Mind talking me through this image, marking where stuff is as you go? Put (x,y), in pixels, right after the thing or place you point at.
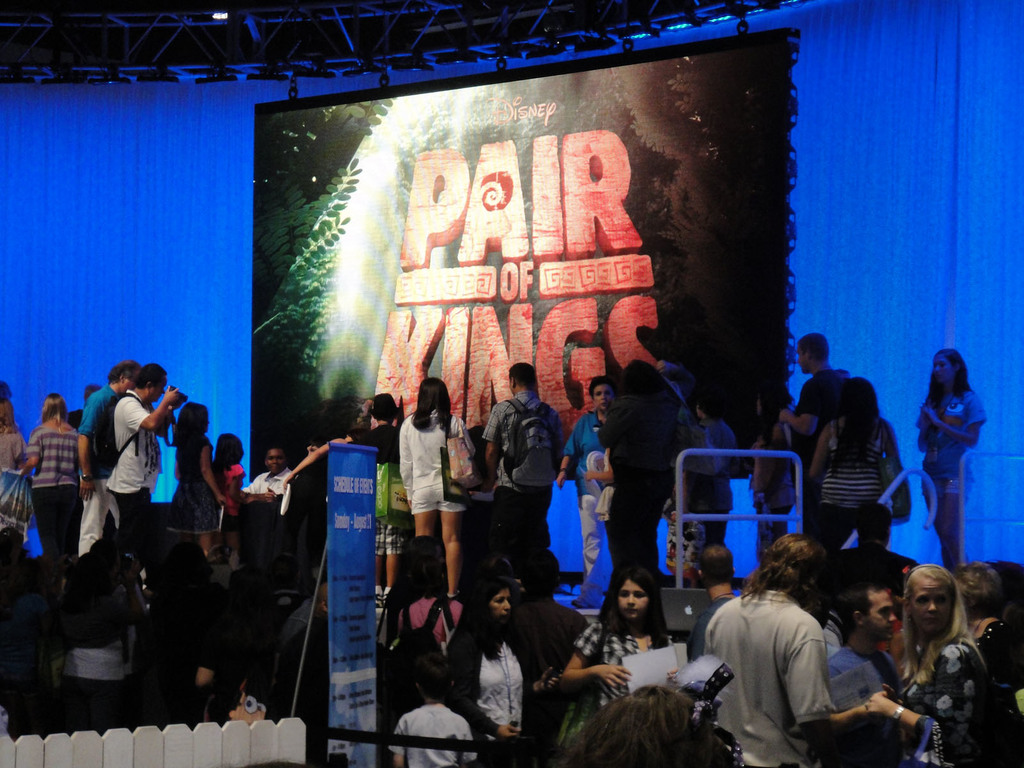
This picture describes about group of people (450,551), few are seated and few are standing, in the middle of the image (358,466) we can see a hoarding (364,541), in the background (209,273) we can find curtains (168,170), metal rods (225,66) and a screen (586,253).
